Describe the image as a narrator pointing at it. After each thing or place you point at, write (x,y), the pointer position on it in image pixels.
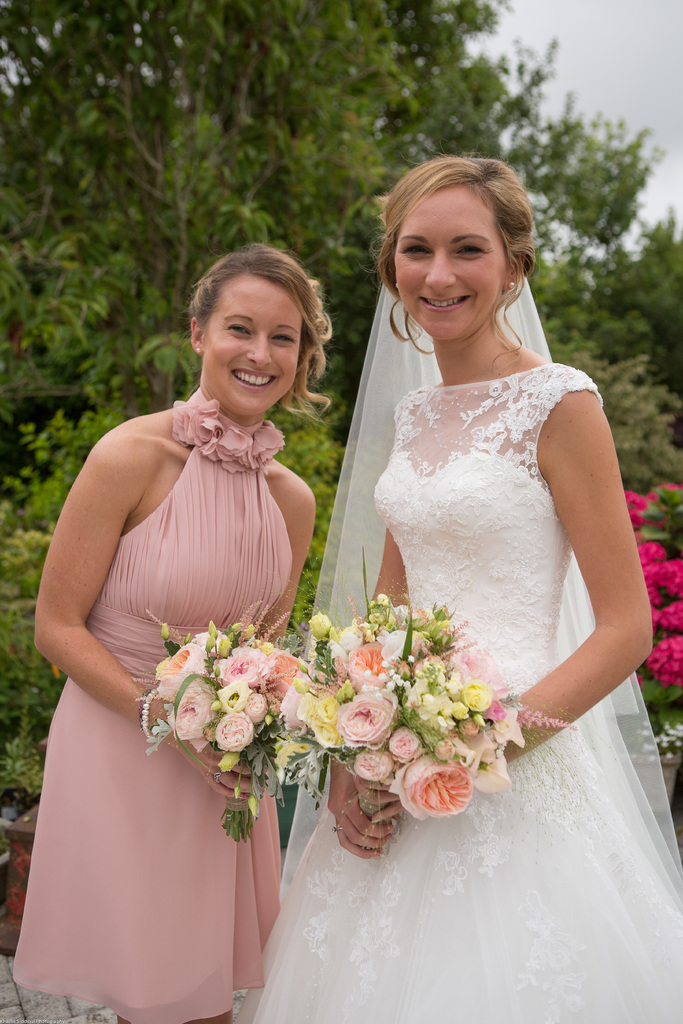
In this picture I can see two persons (361,868) standing and smiling by holding flower bouquets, and in the background (614,4) there are flowers (656,649), trees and the sky (609,49).
